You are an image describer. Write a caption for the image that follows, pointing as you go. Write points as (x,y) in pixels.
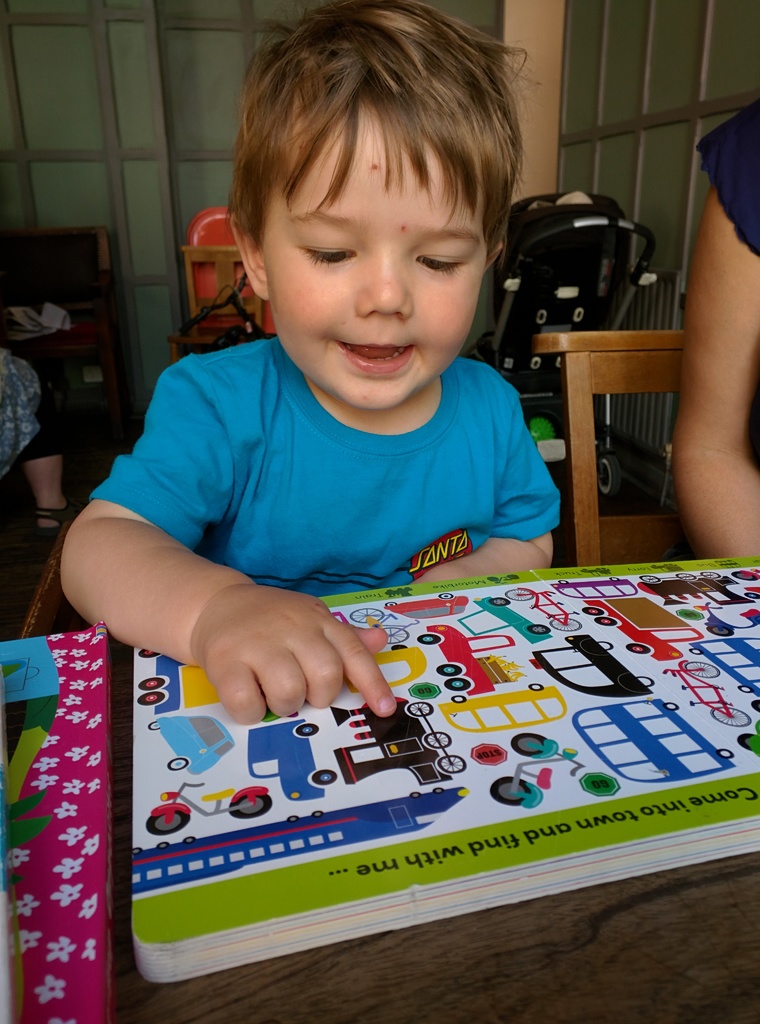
In this picture there is a boy (311,517) smiling and looking at the pictures (456,760) in a book (401,893) kept on the table (345,969).
